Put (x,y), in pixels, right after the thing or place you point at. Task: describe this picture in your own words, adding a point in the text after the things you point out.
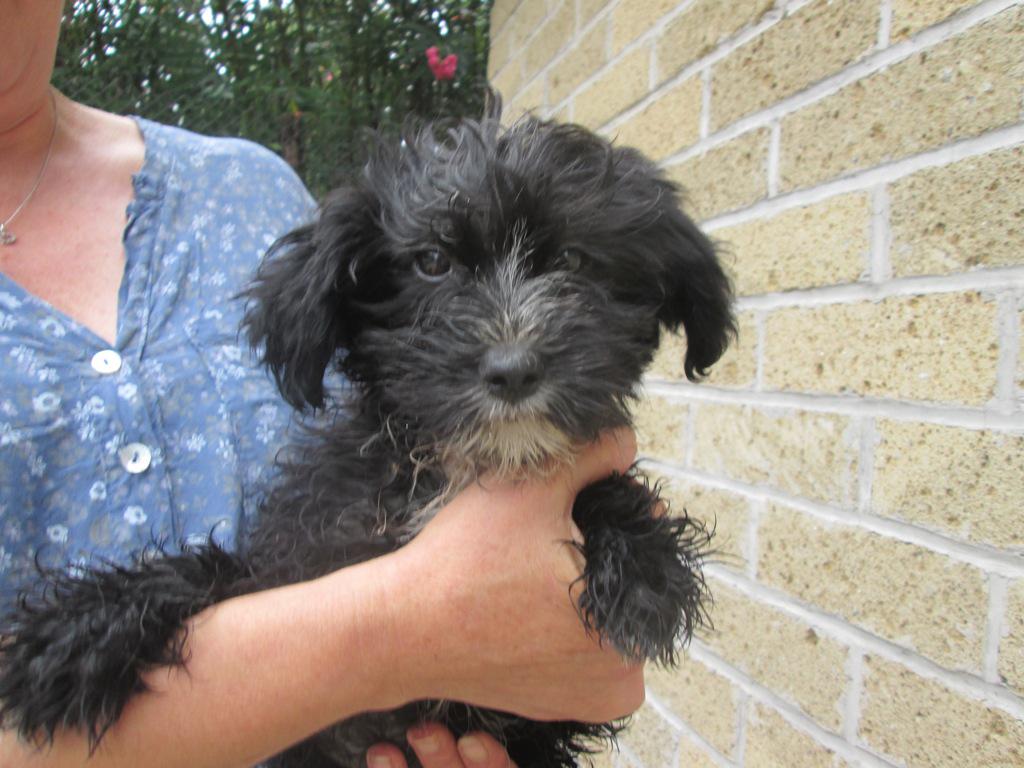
In this image we can see one black dog (477,716), some trees (423,60) in the background (232,99), one wall (923,141) on the right side of the image (804,353), one tree (291,82) with red flower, one person (128,477) holding a dog (428,478) and truncated on the left side of the image (218,484).
